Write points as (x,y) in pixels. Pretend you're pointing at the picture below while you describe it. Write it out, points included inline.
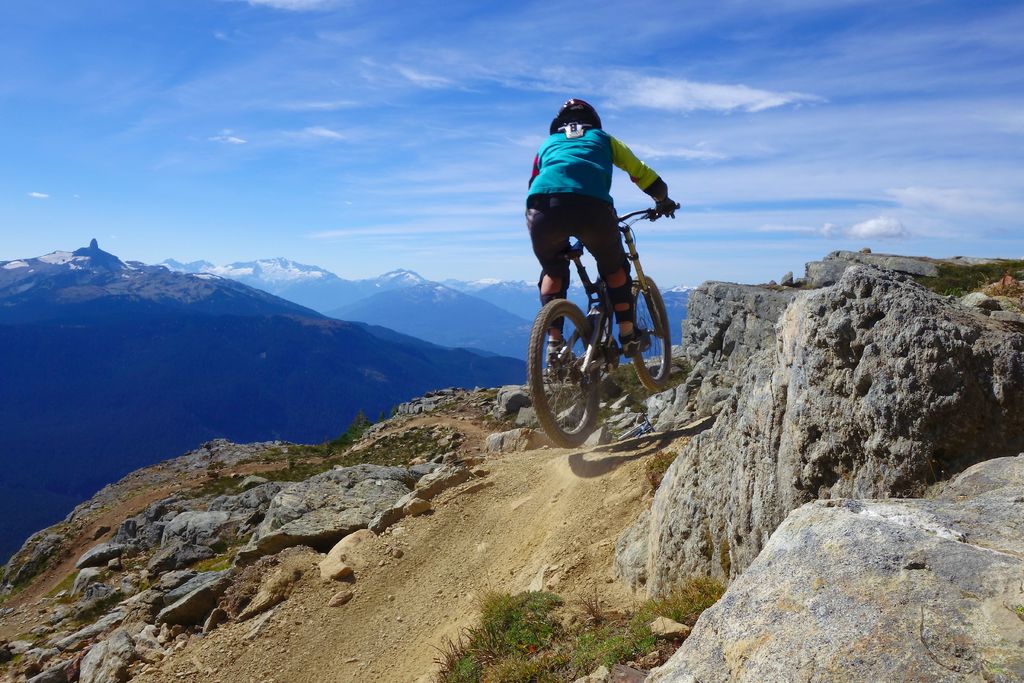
In this image we can see person (570,205) cycling on the hill (564,467). On the right side of the image (896,467) we can see stones (830,417). In the background (235,349) we can see hills (268,343), mountains (370,295), sky (229,56) and clouds (616,94).
